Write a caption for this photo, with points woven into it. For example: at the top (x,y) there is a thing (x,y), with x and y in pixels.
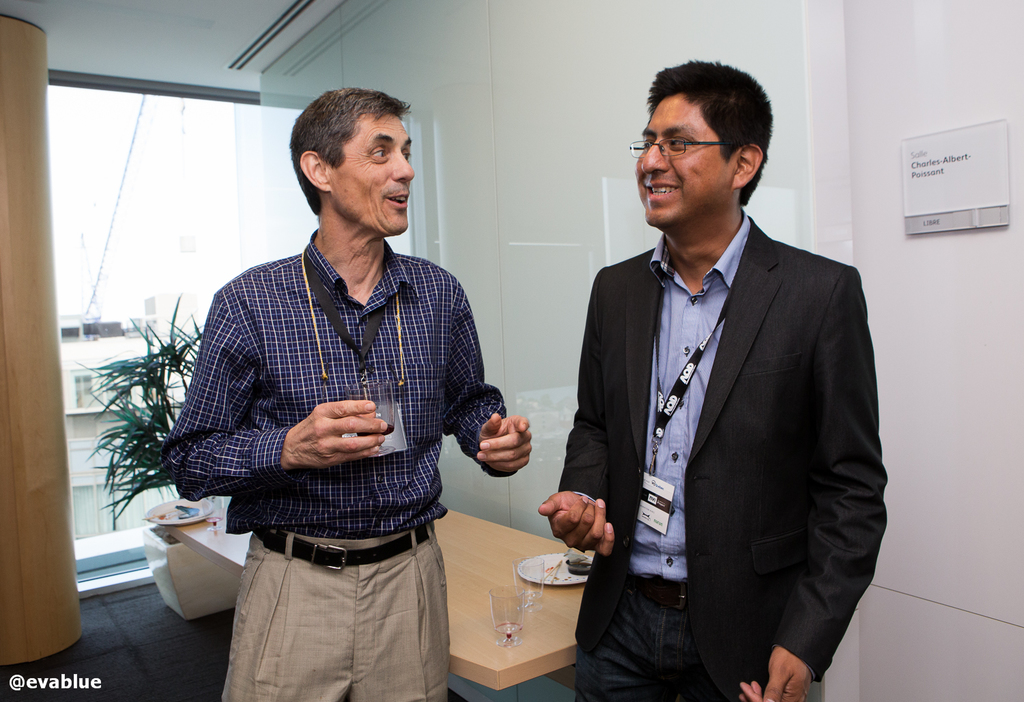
There are two people (568,501) standing and smiling. This is the table (483,630) with a plate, glass tumbler (523,592) on it. I can see the house plant (152,459) in the white color flower pot (182,575). This looks like a wooden pillar (28,388). This is the name board (967,201) attached to the door (947,114). This looks like a cabin (479,111). This is the window (145,287) where I can see another building (94,347) through the window (109,346).
